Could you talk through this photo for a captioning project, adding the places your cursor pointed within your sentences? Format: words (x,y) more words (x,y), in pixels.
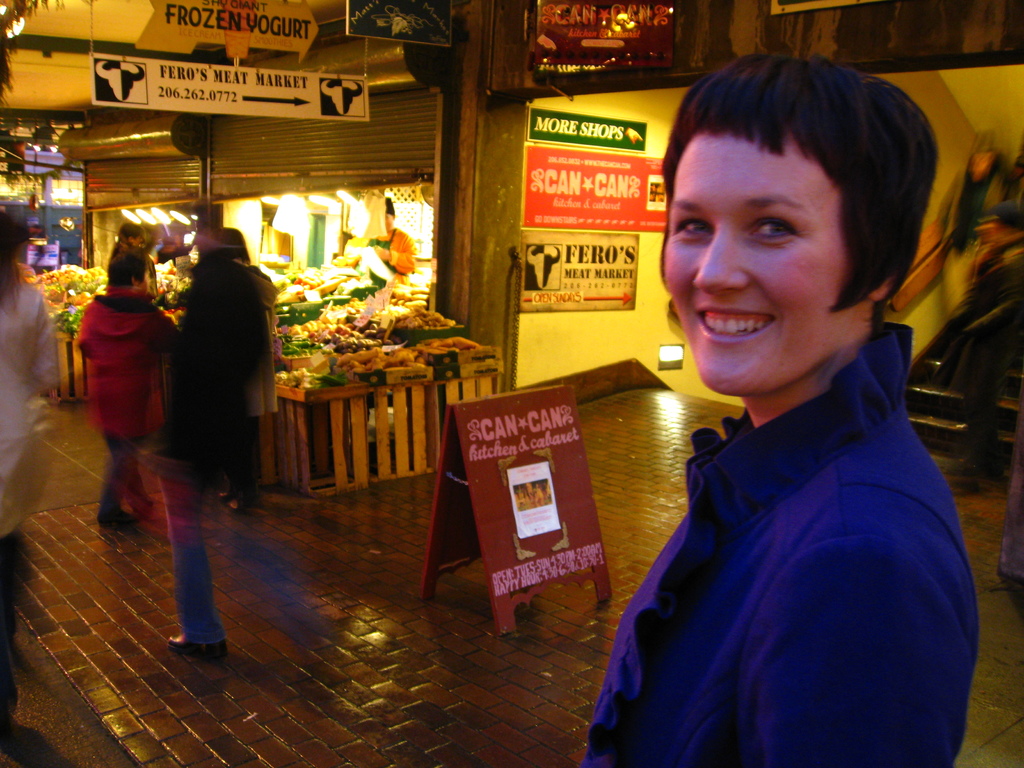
In this image I can see few people (760,632) are standing. In the centre of this image (469,386) I can see number of boards (448,507), few stores (409,286) and on these boards (210,6) I can see something is written. I can also see number of lights (302,200) in the centre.
